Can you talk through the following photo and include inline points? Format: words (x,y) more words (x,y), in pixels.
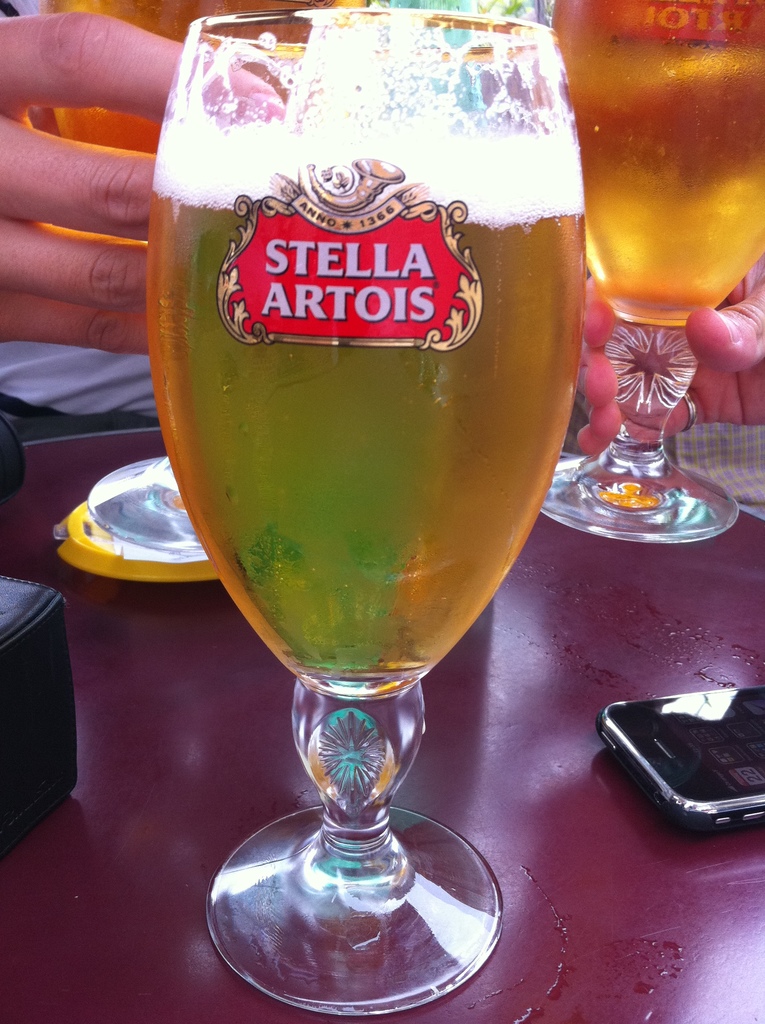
In this image we can see a table (406,1023) and on the table (516,976) there is a glass (284,280) with liquid (382,416) and there are objects (670,782) like mobile phone (684,754) and some other objects (5,427) on the table (633,944). We can see two persons (34,393) holding a glass (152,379) with liquid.
